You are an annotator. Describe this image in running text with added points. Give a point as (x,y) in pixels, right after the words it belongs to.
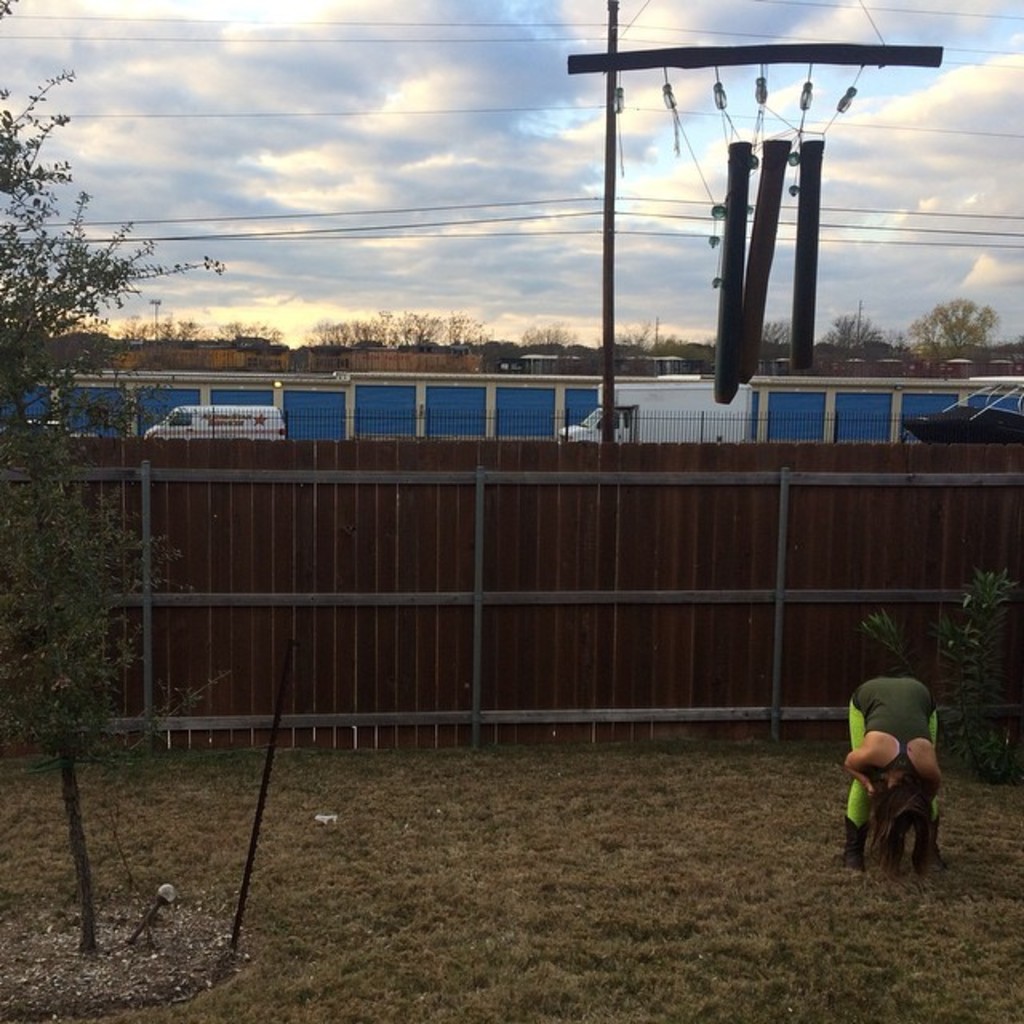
In this image we can see a person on the ground (713,792). We can also see some grass (534,903), a stick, plants (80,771), a fence (472,644), a pole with a wind chime (812,174) and wires (676,234) and some vehicles (203,414) on the surface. On the backside (462,417) we can see some houses (475,417), a pole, a group of trees (686,349) and the sky (418,294) which looks cloudy.
